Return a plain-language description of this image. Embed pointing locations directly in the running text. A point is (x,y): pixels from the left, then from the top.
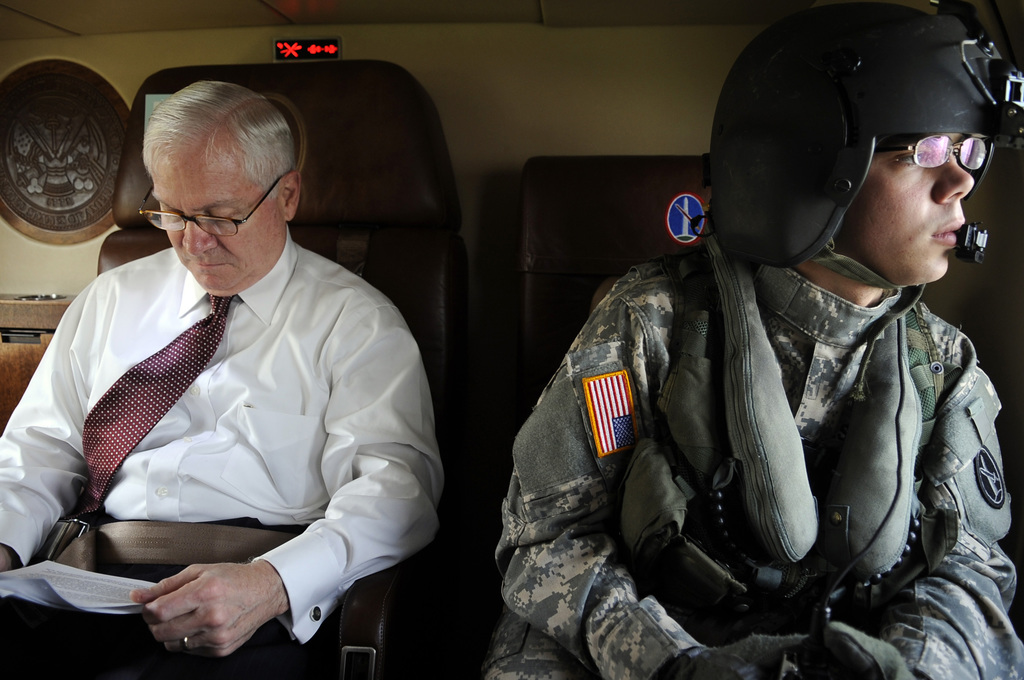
This image is clicked inside a vehicle (647,257). On the right (884,286) there is a man (884,344), he wears a shirt (620,484), helmet (825,182). On the left (140,359) there is a man (268,338), he wears a shirt (258,380), tie (143,433), trouser (138,615), he is holding papers (120,599), he is sitting. In the background (82,204) there is a logo (101,175) and some objects (396,206).
